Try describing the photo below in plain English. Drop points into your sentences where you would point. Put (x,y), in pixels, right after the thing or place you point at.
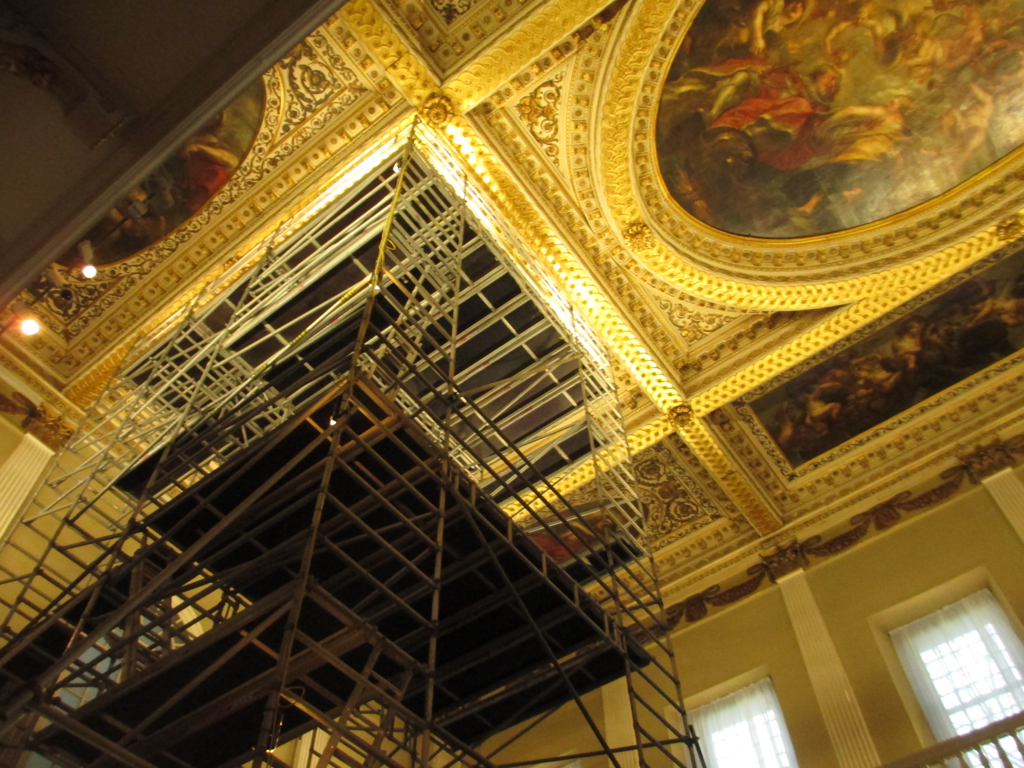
In this image we can see inside of a hall (877,589). We can see few paintings (852,140) on the roof (906,454). There are few metallic objects (444,467) in the image. There are few lights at the left side of the image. There are few windows (966,705) at the bottom right corner of the image (951,717).
